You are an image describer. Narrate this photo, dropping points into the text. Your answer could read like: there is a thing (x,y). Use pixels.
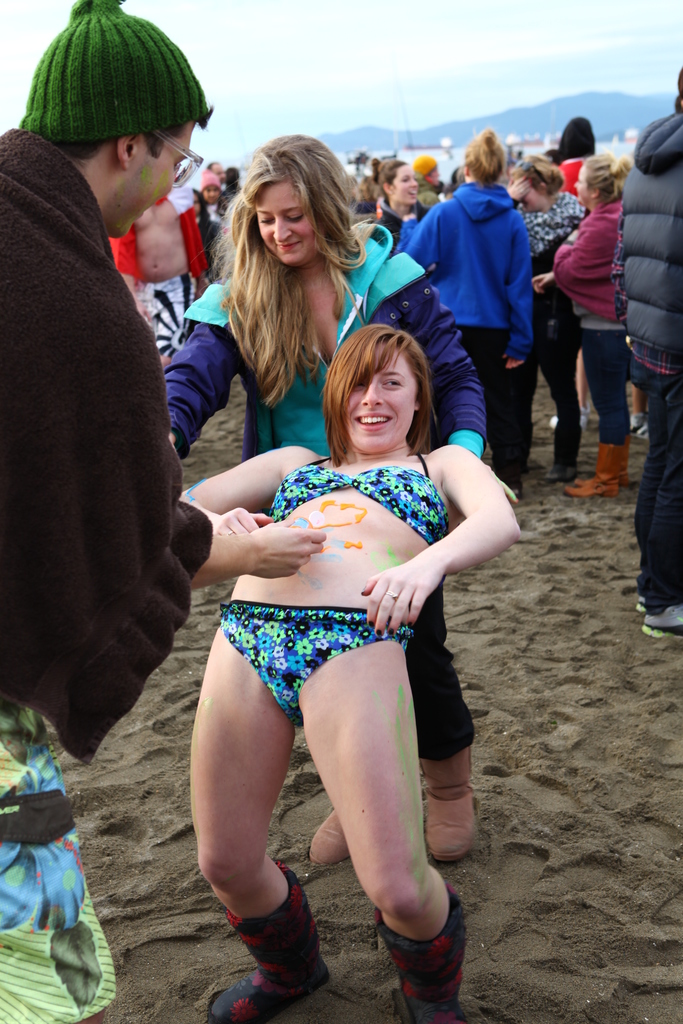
On the left side of the image (86,430) there is a person (105,481), in front of the person (55,286) there are two women (327,476) with a smile (384,427) on their face (376,418), behind them there are a few other people (403,195), behind them there is a sea (458,161) and mountains (482,129), at the top of the image (490,47) there are clouds (482,60) in the sky (513,49).
